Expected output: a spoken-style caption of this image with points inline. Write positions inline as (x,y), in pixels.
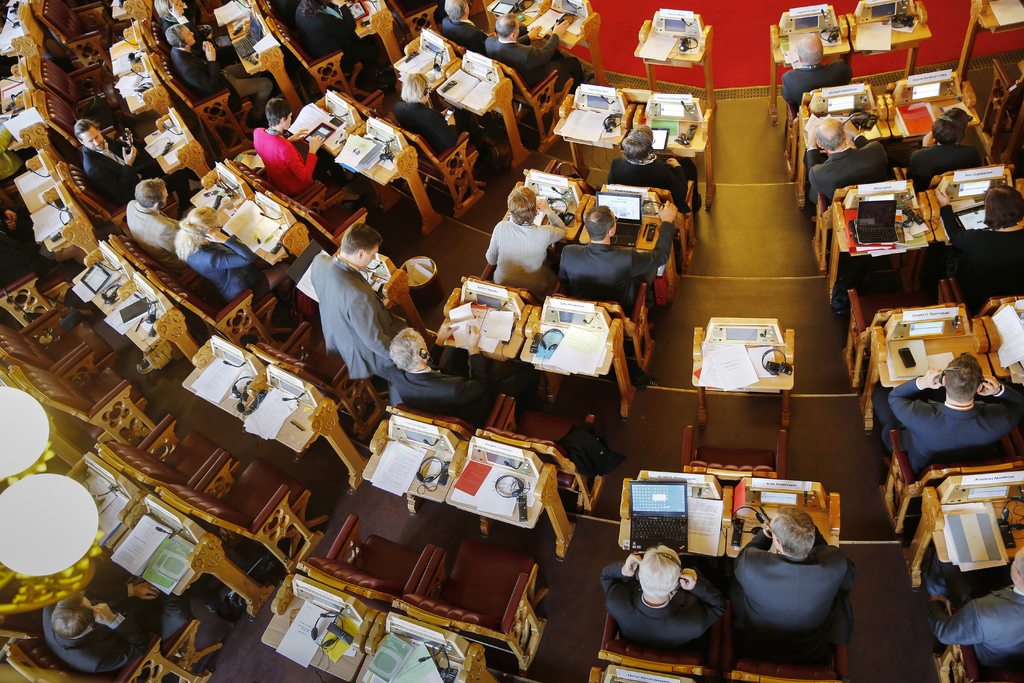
In this image we can see the people (803,620) sitting on the chairs (518,631) in front of the tables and on the tables (754,517) we can see the headphones (516,483), laptops (661,488), papers (746,375). We can also see the lights (55,528), stairs (816,416) and also the carpet (722,42) on the floor (746,14).
